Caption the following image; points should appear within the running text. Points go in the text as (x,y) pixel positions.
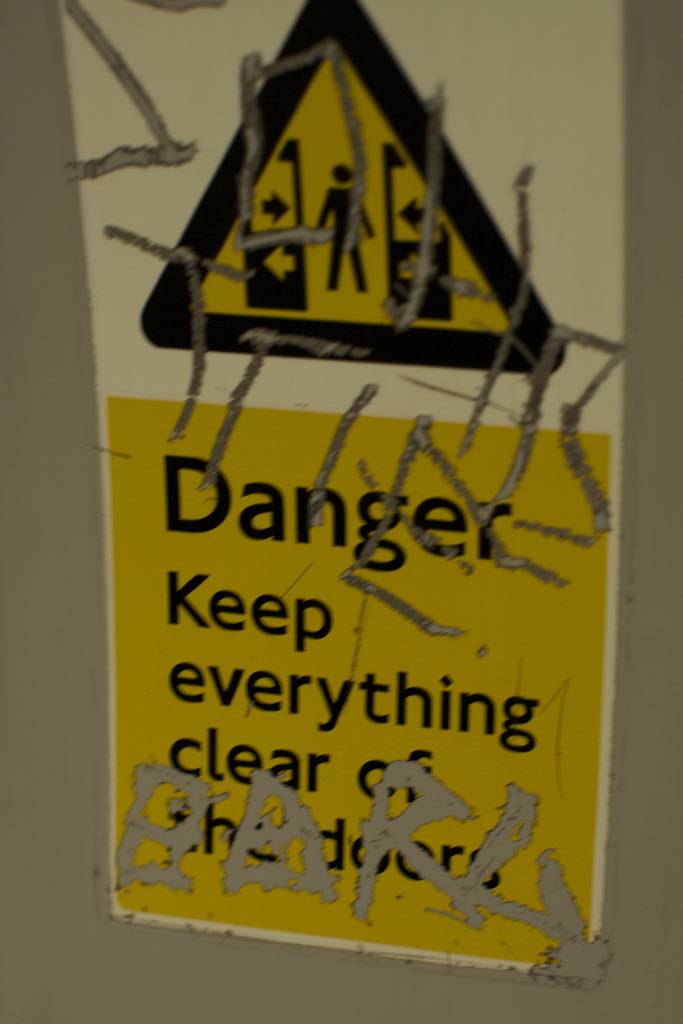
In this picture we can see a poster (270,642) on the wall (677,666) and on the poster (332,258) there is a symbol of a person (336,240) and arrows (284,209), and on the poster (405,236) it is written something.
